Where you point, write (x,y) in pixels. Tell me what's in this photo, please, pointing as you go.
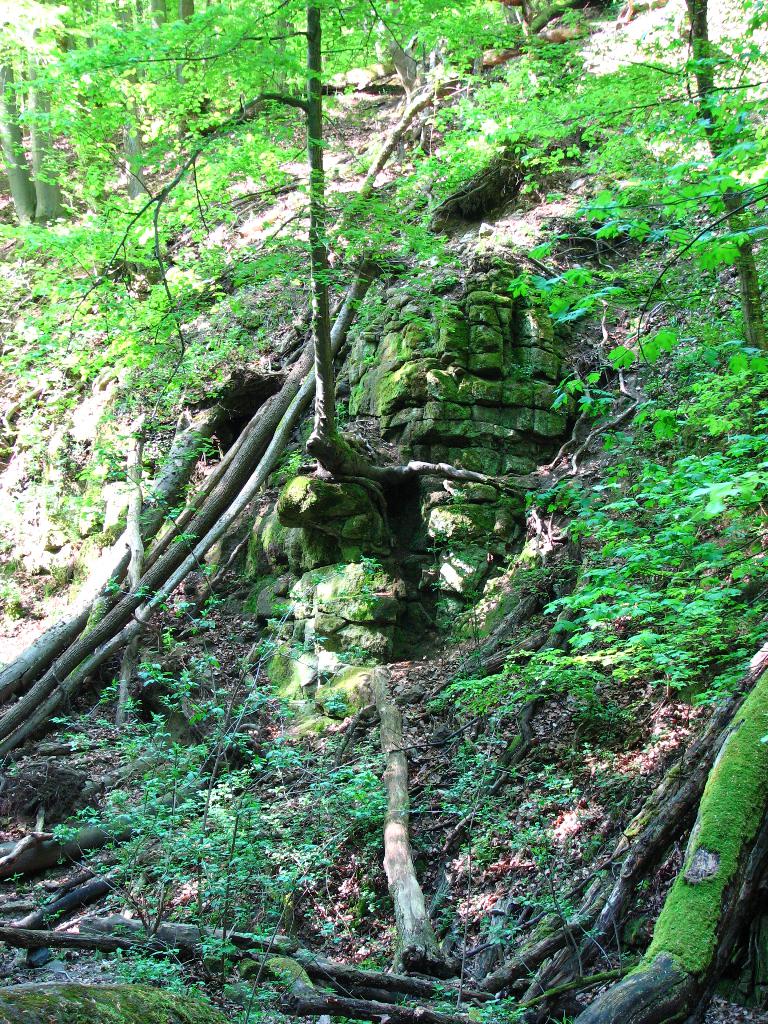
Here in this picture we can see a place (384,173), where the ground (244,244) is covered with grass (203,278) and we can also see some plants (699,626) and trees (207,157) present and we can see some branches (134,604) present on the ground (170,610) and we can also see some rock stones (352,667) present.
